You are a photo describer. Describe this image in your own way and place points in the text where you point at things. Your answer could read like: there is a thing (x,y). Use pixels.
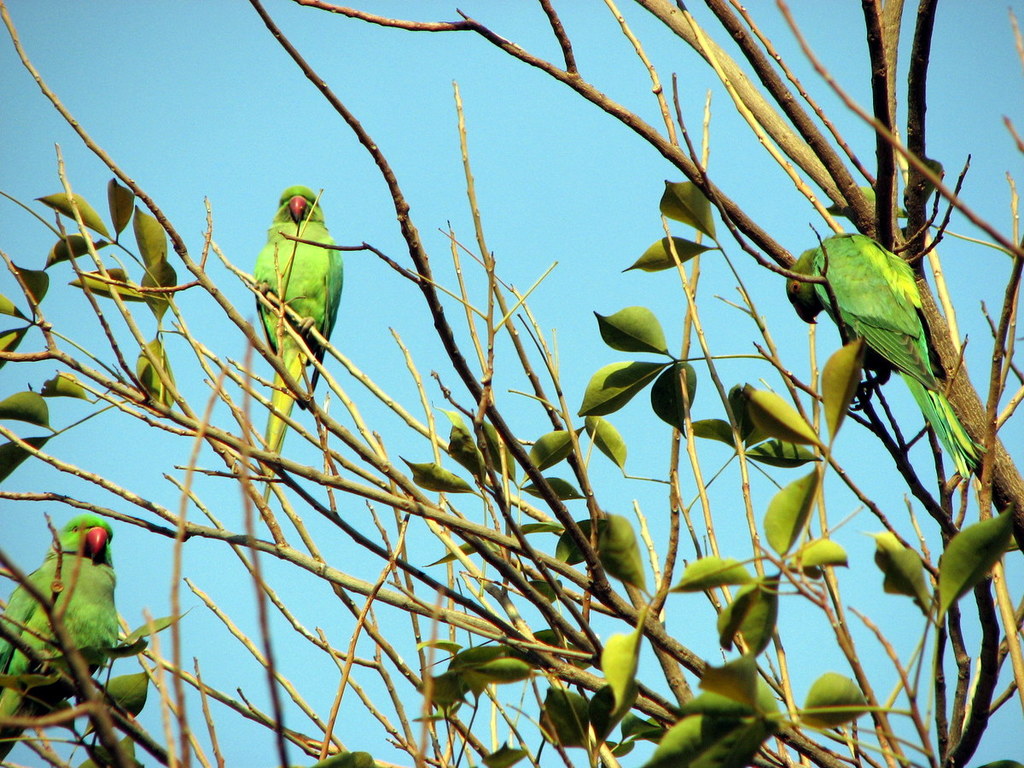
In this image, I can see three green parrots (273,349) standing on the branches (249,440). These are the leaves (145,271). This is the sky (220,124).
